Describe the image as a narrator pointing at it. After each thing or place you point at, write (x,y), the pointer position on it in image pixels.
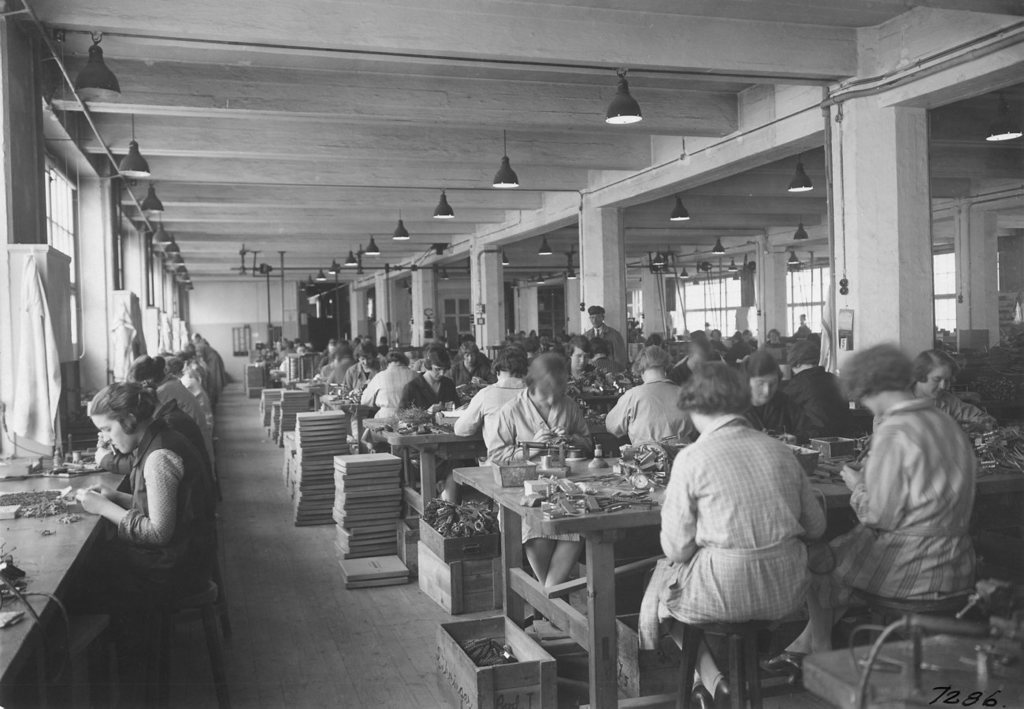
This is the picture of a place (395,395) where we have some people (508,411) sitting on the chairs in front of the table (632,525) and working some thing and there are some lamps (321,275) to the roof (586,131).
